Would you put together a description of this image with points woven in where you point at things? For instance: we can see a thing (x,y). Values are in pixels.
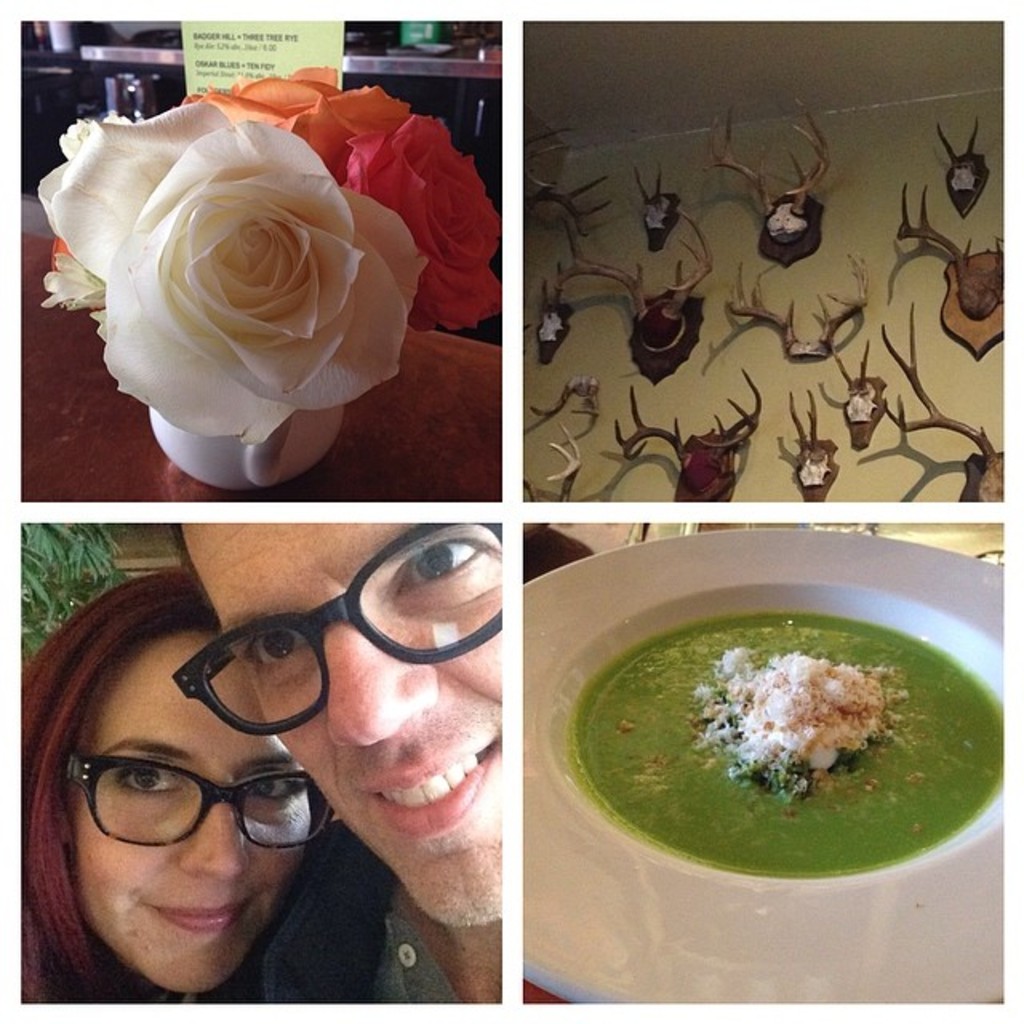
This is a collage image. At the top right side of the image (755,319), I can see the heads (665,319) of the animals (592,265) with horns (681,278), which are attached to the wall (900,327). At the top left side of the image (261,312), I can see the roses (308,372) in a cup (207,440), which is on an object (345,492) and there are few objects (220,65) in the background (284,65). At the bottom right side of the image (731,907), there is a food item (706,695) on a plate (710,910). At the bottom left side of the image (258,912), there are the two persons (262,868) smiling.
